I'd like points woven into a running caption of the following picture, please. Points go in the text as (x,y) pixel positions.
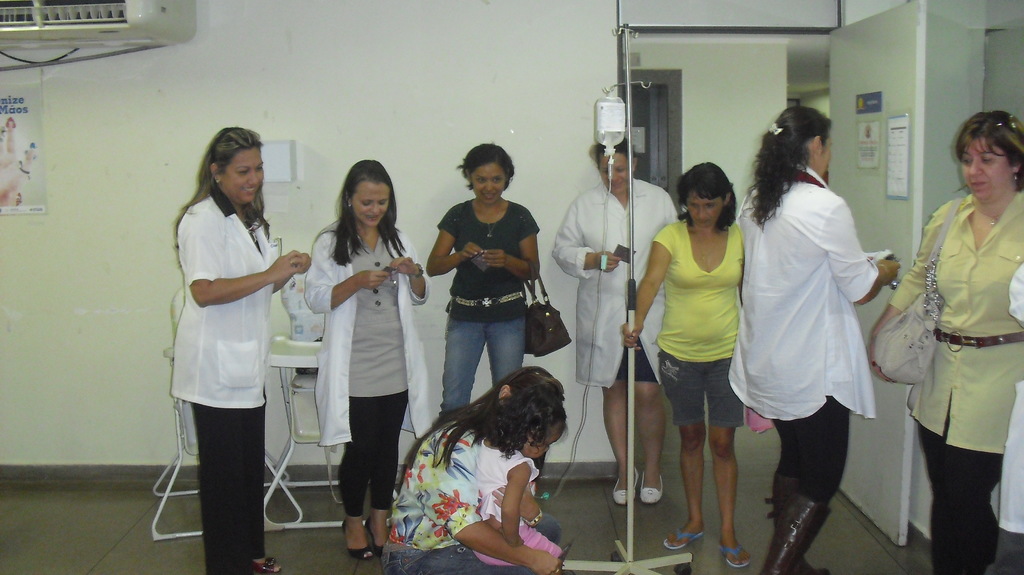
In this picture there is a kid (519,485) sitting on a woman (442,482) and there is a stand (632,459) in front of them and there are few persons (650,285) standing beside and in front of them and there is an air conditioner (87,26) in the left top corner (69,43) and there is a door (913,90) in the right corner (913,107).
